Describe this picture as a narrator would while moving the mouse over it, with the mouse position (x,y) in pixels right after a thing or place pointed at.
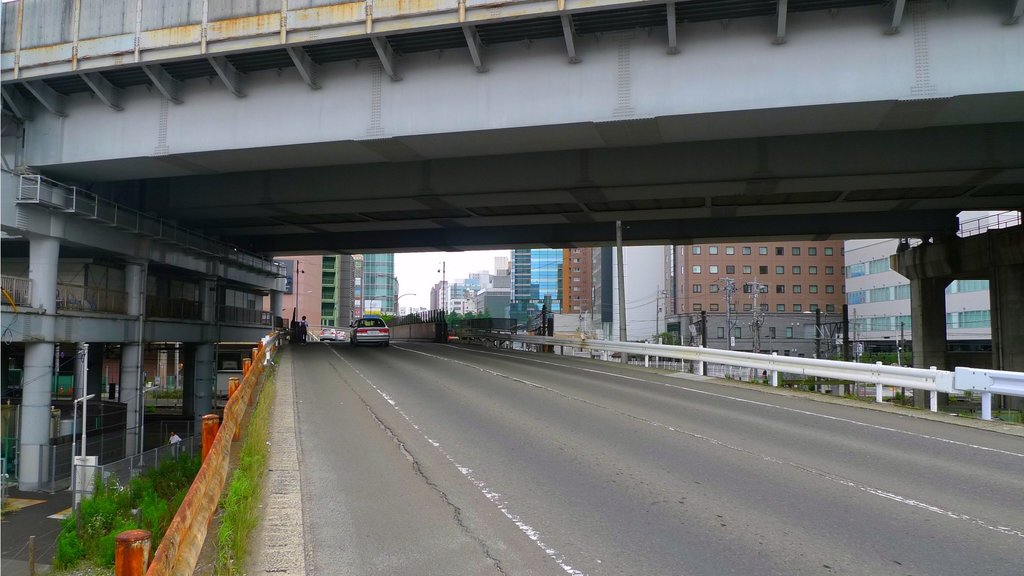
In the foreground of this picture (395,368), there are vehicles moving on the fly over bridge (575,502). In the background (770,294), there are buildings (770,294), and other flyover (515,156). On the left side of the image (53,469), there is a road (40,496), pole (141,440), fencing (144,457) and plants (139,493).
